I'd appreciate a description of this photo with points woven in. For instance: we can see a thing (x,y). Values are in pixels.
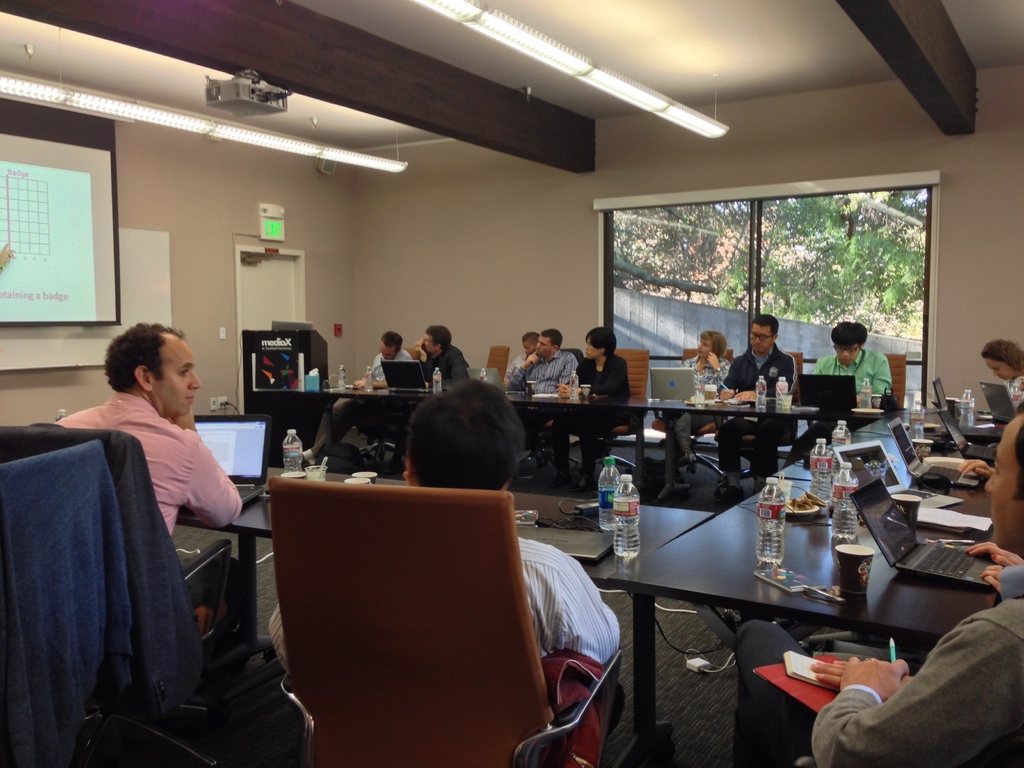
In this image I can see number of people (752,681) are sitting on chairs (321,557). On these tables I can see number of laptops (836,385), bottles (847,508) and few cups (848,554). Here I can see a projector's screen (93,250).
